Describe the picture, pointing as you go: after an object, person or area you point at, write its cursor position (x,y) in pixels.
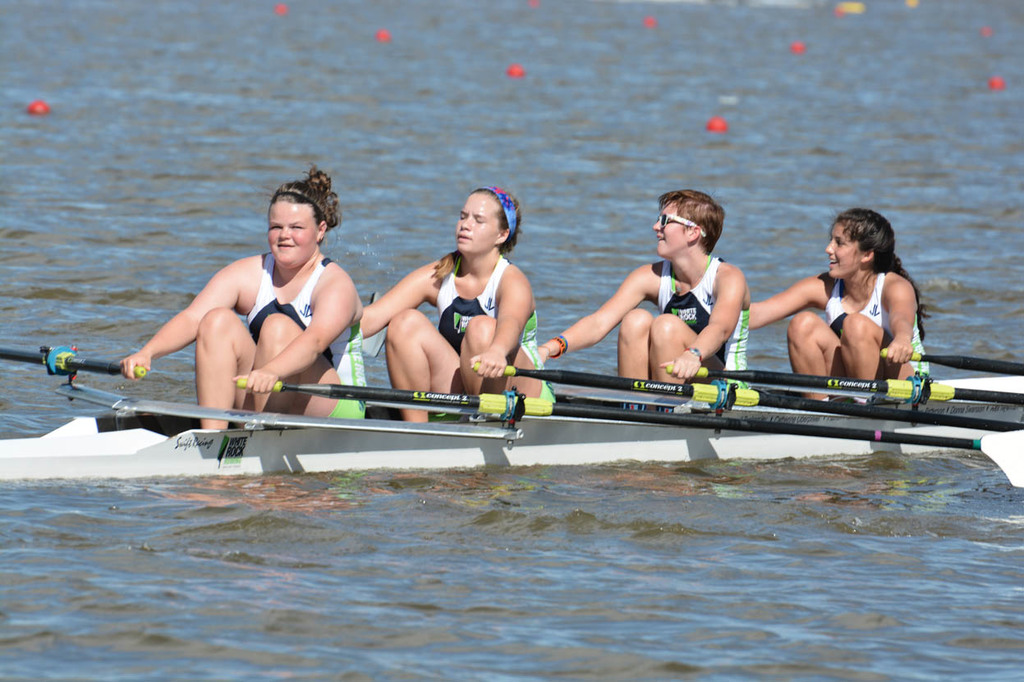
In this image I see 3 women (420,314) and a man (730,350) who are on the boat (446,429) and all of them are holding paddles (599,411) in their hands (682,376) and I see the water (181,674) and I see red color things (535,4) on the water (853,40).
